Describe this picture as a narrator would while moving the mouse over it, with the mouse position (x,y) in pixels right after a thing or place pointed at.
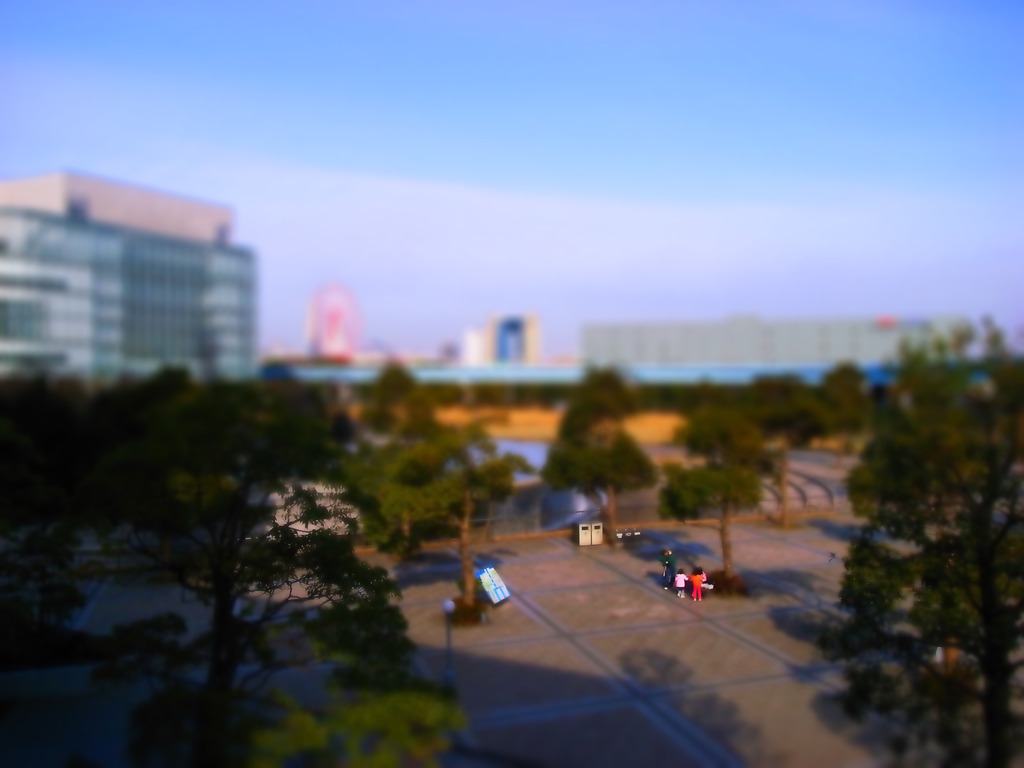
This picture is clicked outside. In the center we can see the group of persons (692,576) and there are some objects (487,582) placed on the ground (749,656) and we can see the trees (310,425), buildings (534,327), sky (660,297) and many other objects (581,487).
